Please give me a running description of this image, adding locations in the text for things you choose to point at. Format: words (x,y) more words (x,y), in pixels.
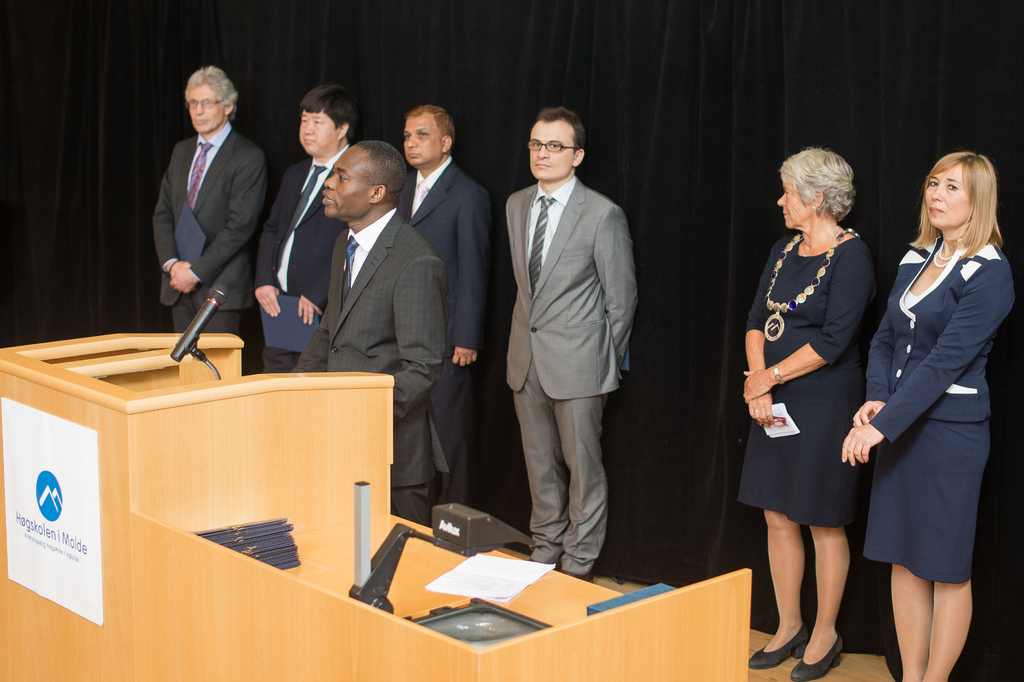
In this picture there are people (313,148) standing and we can see a microphone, paper (476,585) and objects (498,545) on the table (332,551) and board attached to the podium (204,403). In the background of the image (294,47) we can see curtains (942,36).
